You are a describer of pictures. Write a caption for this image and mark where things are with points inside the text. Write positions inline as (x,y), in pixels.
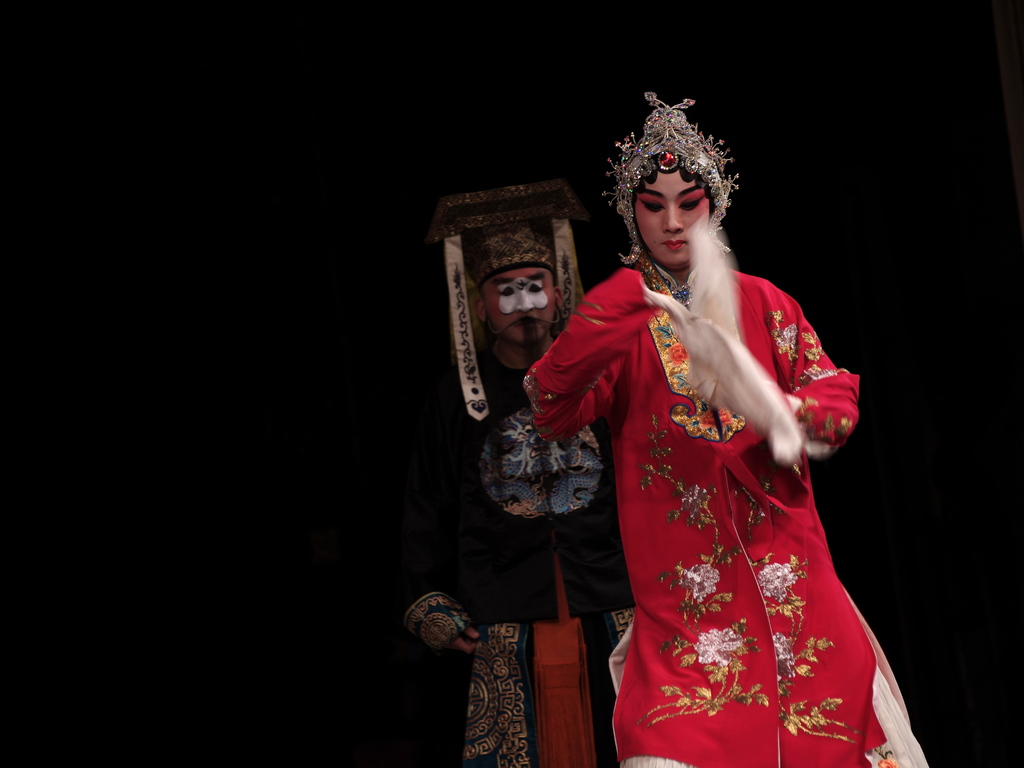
In this image I can see two persons (723,462) wearing costumes (593,445) and the black colored background (401,36).
